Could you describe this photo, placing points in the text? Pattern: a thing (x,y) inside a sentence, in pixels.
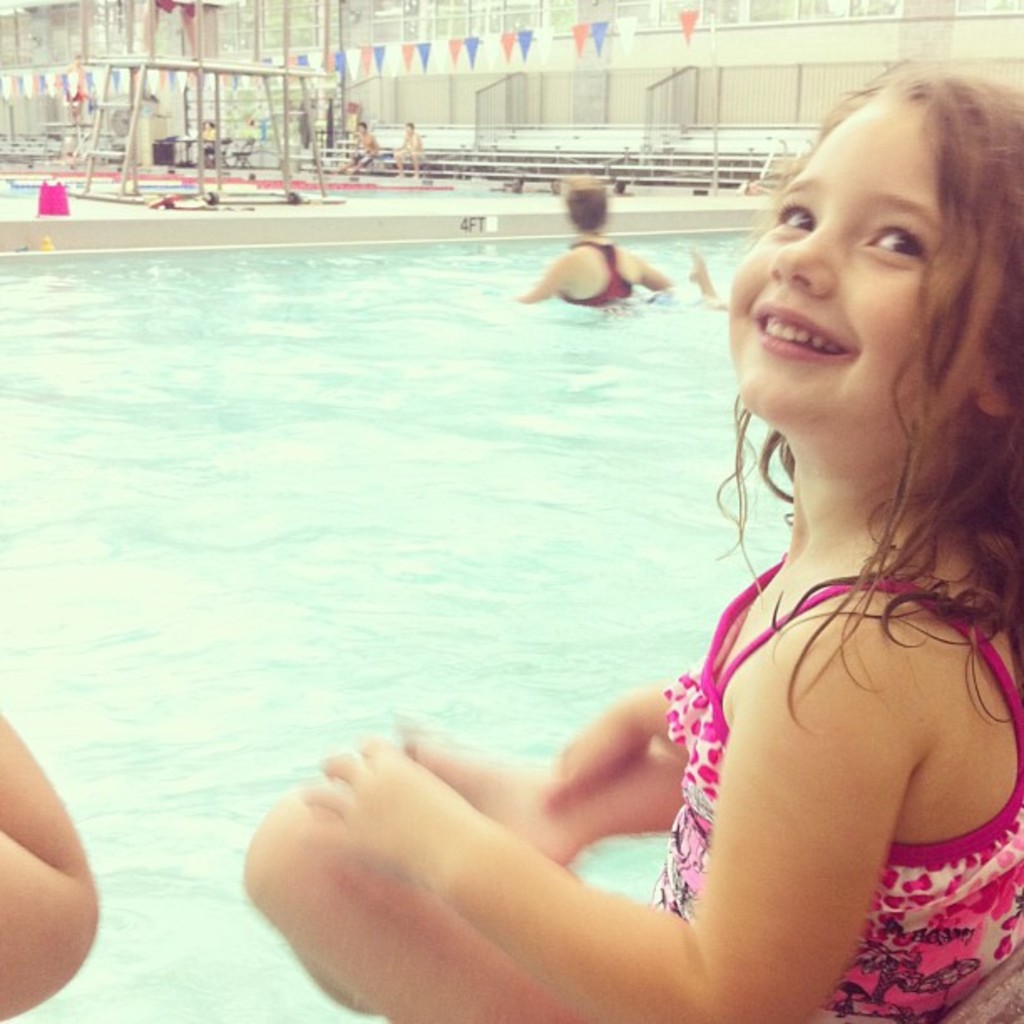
In the image on the right side (845,683) we can see one girl (901,823) sitting and she is smiling, which we can see on her face (894,433). On the left side (32,792), we can see one human hand (21,784). In the background (159,219) there is a building (613,118), wall (625,106), staircase (652,135), fence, garland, pink color bag (46,206), ladder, table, swimming pool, chairs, poles (284,153) and few people (205,129) were sitting. In the middle of the image, we can see one person (558,266) in the water (540,260).
